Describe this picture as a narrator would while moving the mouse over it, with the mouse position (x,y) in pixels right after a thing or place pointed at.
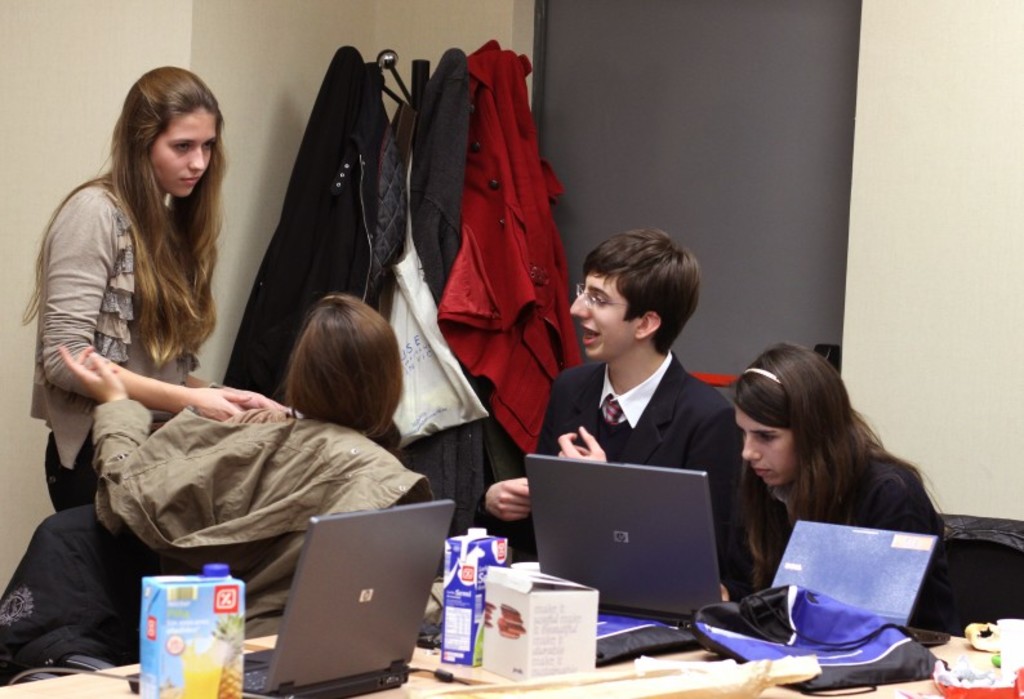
In this image there are group of people (610,378) sitting around the table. On the left side (162,265) there is a woman (113,275) who is standing. On the table (248,640) there are bottles (203,645), boxes (522,624), bags (617,621), cups (1009,650) and there are three laptops (537,540). In the background (437,130) there are so many clothes (451,141) which are hanged to the hanger (425,99).
